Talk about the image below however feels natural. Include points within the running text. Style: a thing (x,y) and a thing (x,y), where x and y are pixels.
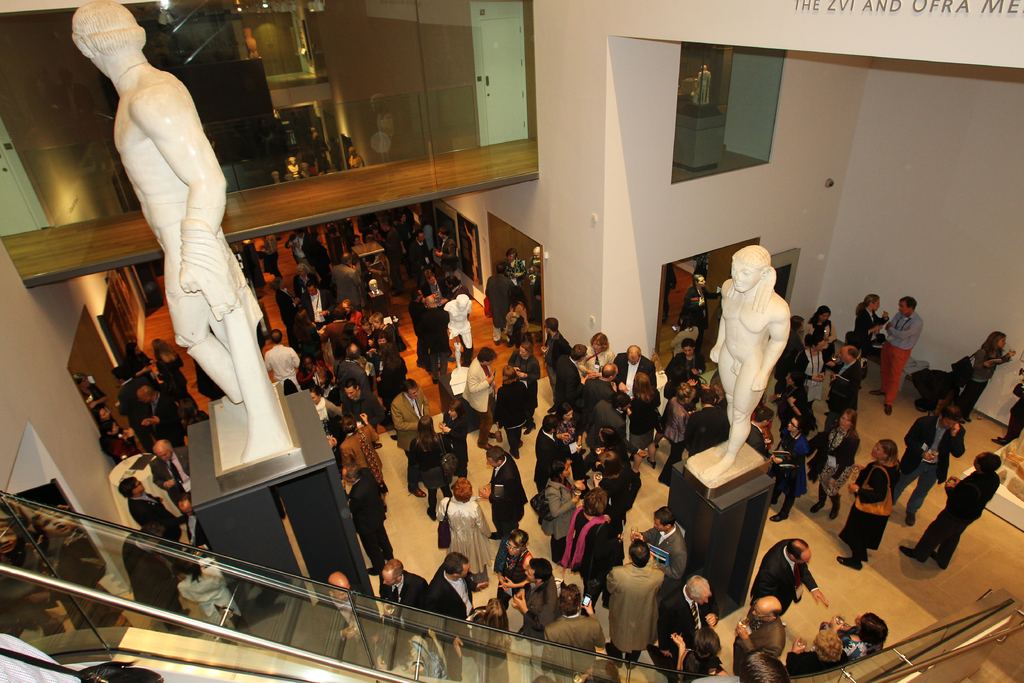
In this image there are a group of persons (510,475) standing on the floor (829,531), there are sculptures (737,437), there is a wall (963,212) towards the right of the image (942,220), there is text (869,6) on the wall (889,29), there is a glass wall (431,106) towards the top of the image (426,71), there is an object (162,598) towards the bottom of the image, there is wall (40,305) towards the left of the image (37,381).
